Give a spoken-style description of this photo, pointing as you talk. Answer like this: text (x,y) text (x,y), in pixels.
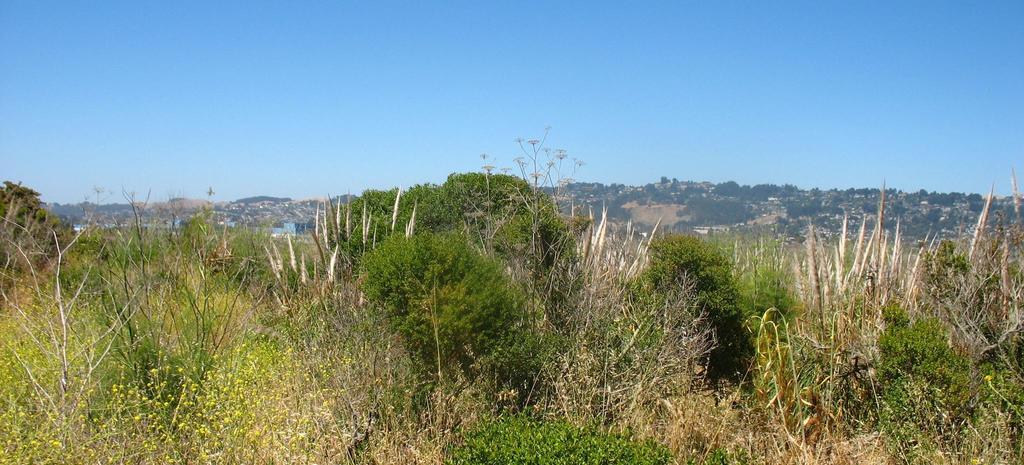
In this picture we can see the whole place (124,263) is covered with grass (776,424). The sky (436,144) is blue.
